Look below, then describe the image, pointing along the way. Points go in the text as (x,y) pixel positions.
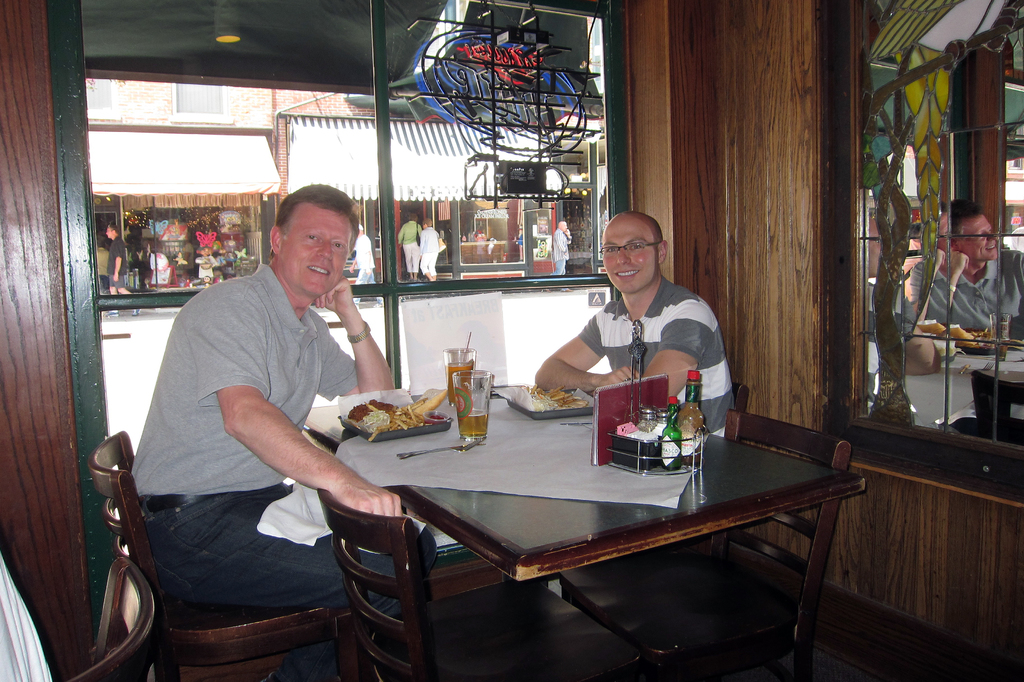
In this image in front two persons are sitting on chairs (233,617) before table (445,478) having plate (362,431) served with the food (405,417) and glasses (486,410) having drinks (478,430) inside it and book (605,428), spoon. At the background of the image (100,155) there are few shops (92,165). At the left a person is walking. In the middle (408,253) two persons (408,240) are walking outside the shop (402,206).
